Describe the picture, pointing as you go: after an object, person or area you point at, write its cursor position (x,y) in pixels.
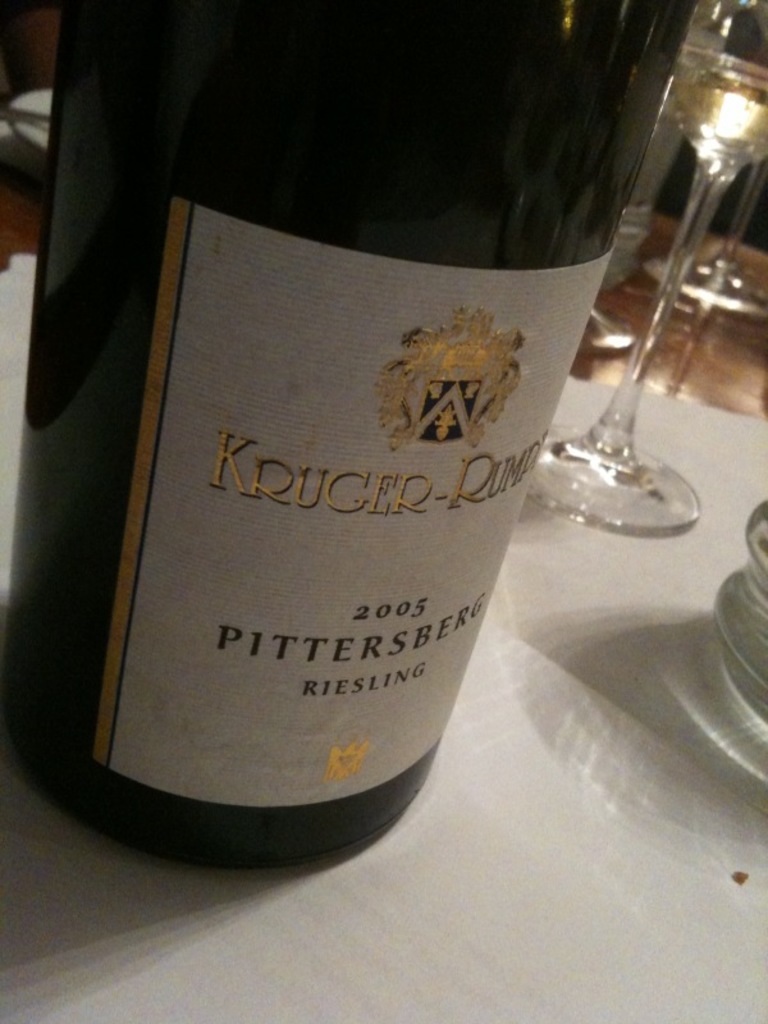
Here we can see a bottle (280,750), and glasses (765,722) on the platform (447,914).
